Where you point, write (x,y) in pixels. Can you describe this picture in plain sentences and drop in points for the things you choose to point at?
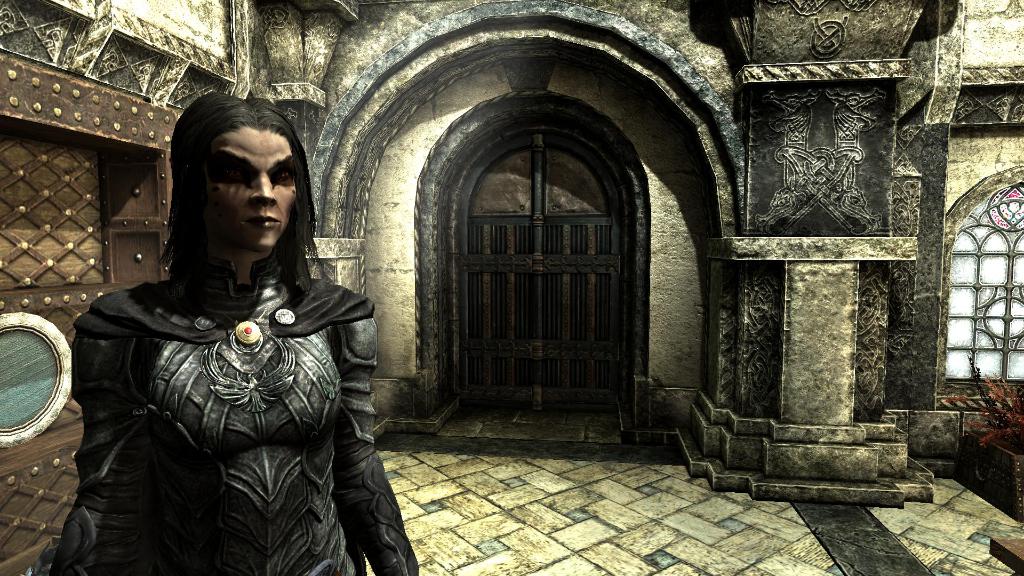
In the foreground of this animated image, on the left (238,445), there is a person (237,438) standing. In the background (655,65), there is a building (531,60), an arch (615,72), floor (666,518) and the window (973,281).
